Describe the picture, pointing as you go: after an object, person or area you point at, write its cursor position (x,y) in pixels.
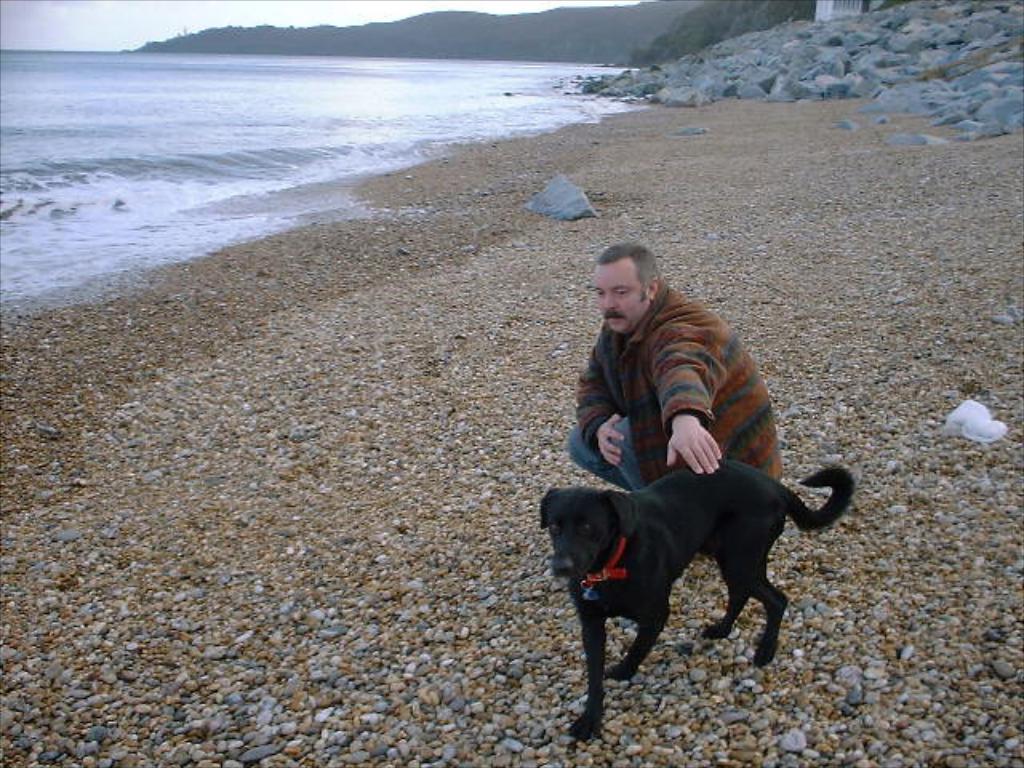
There is a person (756,409) in a coat (760,424) squatting on the ground (890,445) on which there are stones (911,526) and touching black color dog (733,495) which is on the ground (570,707). In the background (533,101), there are tides (160,166) of an ocean (132,111), there are rocks (852,63), there is a mountain (454,25) and sky (80,8).
